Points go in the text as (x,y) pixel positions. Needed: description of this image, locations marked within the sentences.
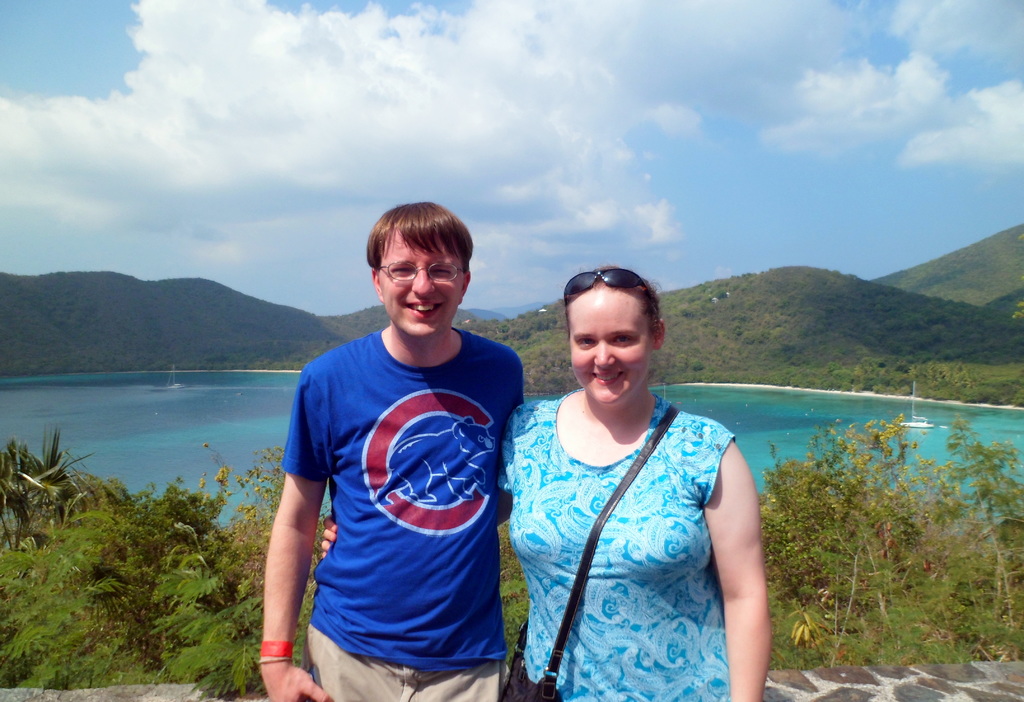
In this picture I can see couple of them (570,428) standing and woman (637,594) wore a handbag (563,631) and I can see trees (38,569) and I can see couple of boats (173,384) in the water (894,418) and I can see hills (237,320) and a blue cloudy sky (629,175).
